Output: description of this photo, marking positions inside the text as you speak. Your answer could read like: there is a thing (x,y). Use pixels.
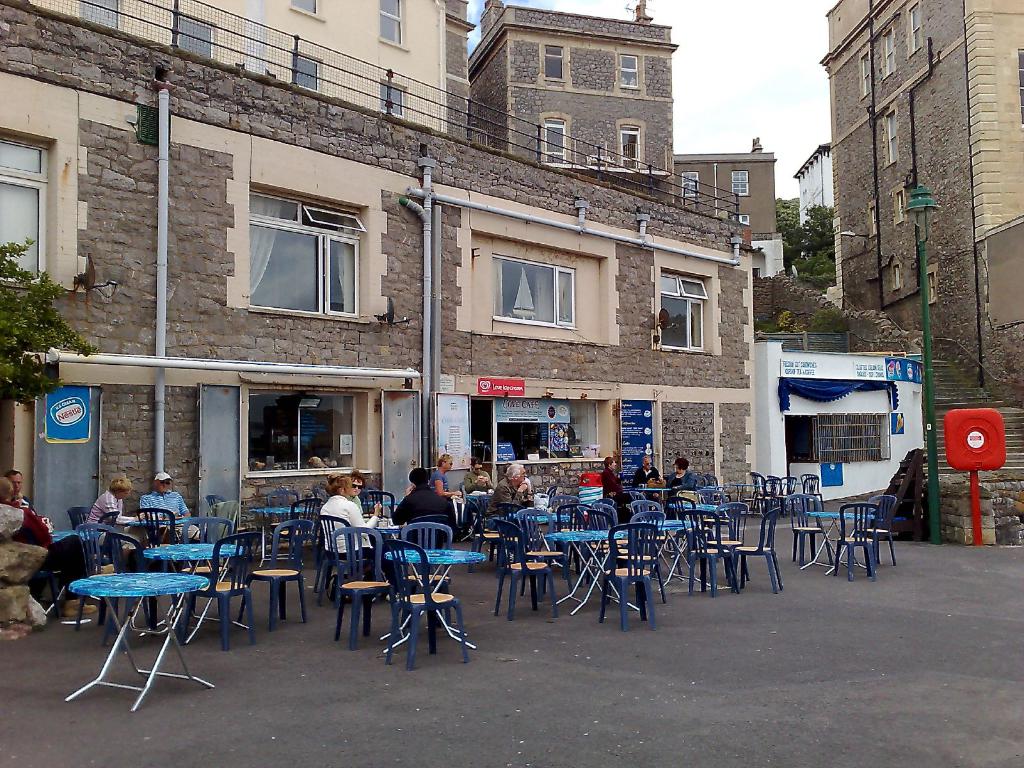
This picture is taken outside. There are group of tables (669,490) and chairs (636,514). some people (346,496) are sitting around the table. In the background (231,359) there is a building (212,260), pipe (163,253), windows (260,257) and a tree (63,320).
